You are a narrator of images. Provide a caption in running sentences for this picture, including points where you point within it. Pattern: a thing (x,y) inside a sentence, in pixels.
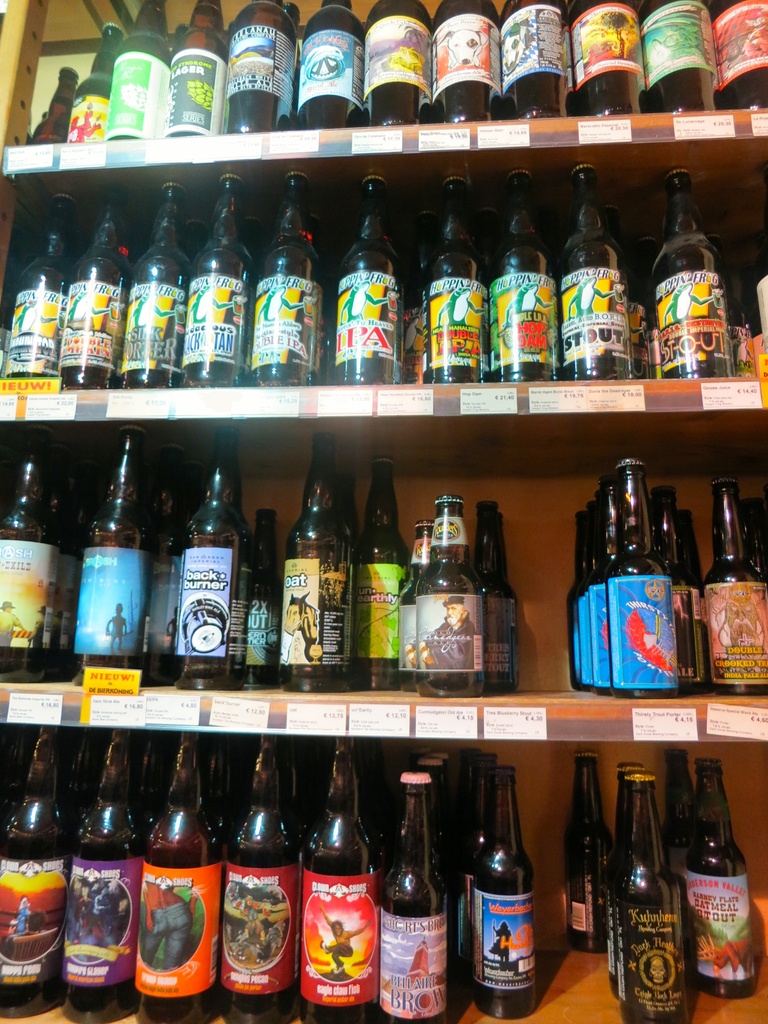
In this image i can see few bottles (423,619) in a rack (364,694).
